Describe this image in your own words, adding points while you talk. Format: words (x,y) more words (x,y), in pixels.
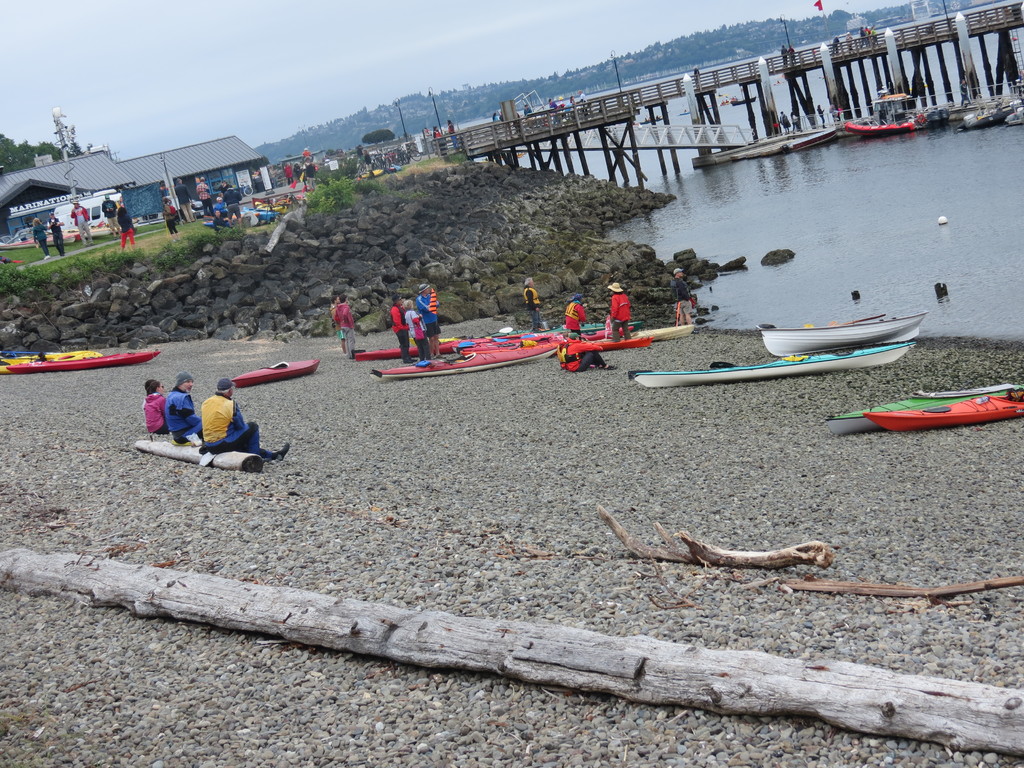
In this image I can see the ground (417,536), a wooden log (410,613) which is ash in color, few persons (198,425) sitting on the wooden log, few boats (248,374) which are red, yellow, white, blue and green in color on the ground (738,354), few persons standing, few rocks (361,295), few boats (859,127) on the surface (856,140) of the water (921,218), the bridge (763,96), few persons (863,35) standing on the bridge (622,101) and few trees (374,133). In the background (505,90) I can see few mountains (757,32) and the sky (345,72).
